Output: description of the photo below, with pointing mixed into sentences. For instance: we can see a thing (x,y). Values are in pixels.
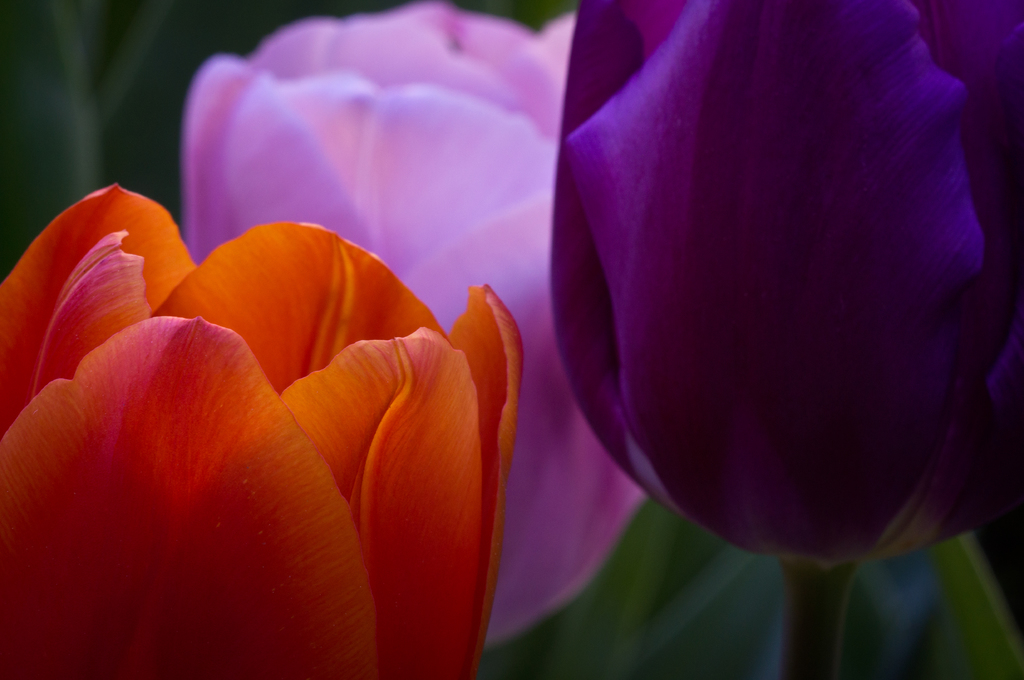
In this image we can see flowers (293,349) of different colors.
